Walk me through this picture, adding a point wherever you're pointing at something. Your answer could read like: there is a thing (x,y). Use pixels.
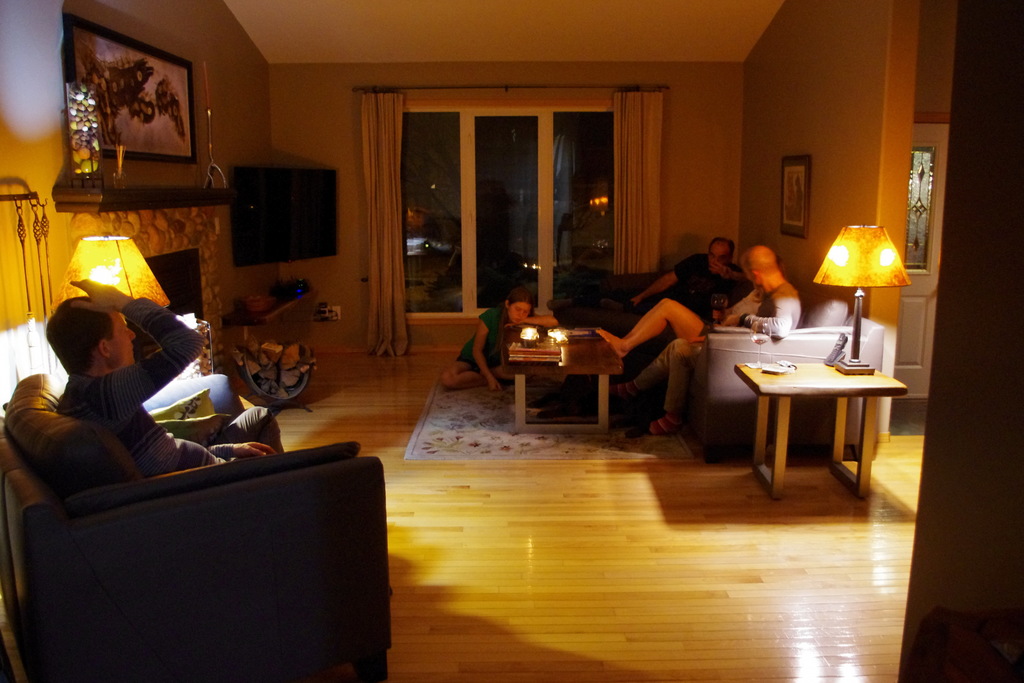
In this picture we can see two men (732,280) sitting on sofa (609,304) and in front of them on table (574,350) we have lights (559,332) and some person (495,332) sitting beside it on floor (472,460) and here on table (839,383) we can see lamp (852,285) and in background (437,297) we can see window (542,185) with curtains (621,126), wall (842,166) with frames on left side (83,399) we can see person (92,332) sitting on chair (86,465).
